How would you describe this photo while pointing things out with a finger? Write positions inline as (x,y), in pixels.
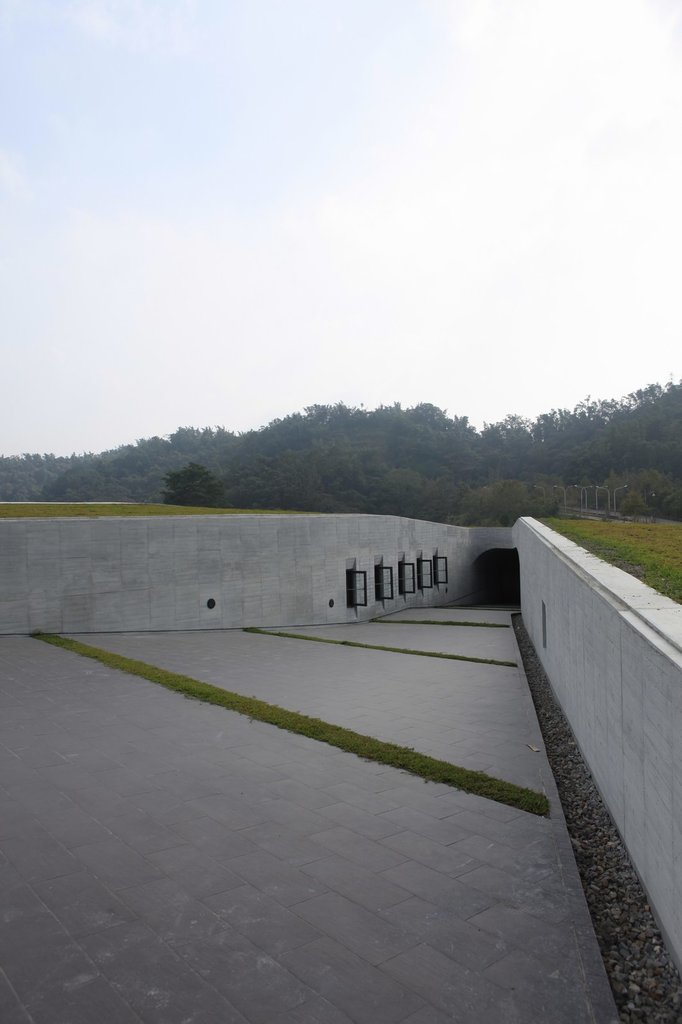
In this image we can see walls (555,563), floor (451,672), grass (637,542), poles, trees (515,506), and objects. In the background (479,333) there is sky (494,154) with clouds (456,383).
